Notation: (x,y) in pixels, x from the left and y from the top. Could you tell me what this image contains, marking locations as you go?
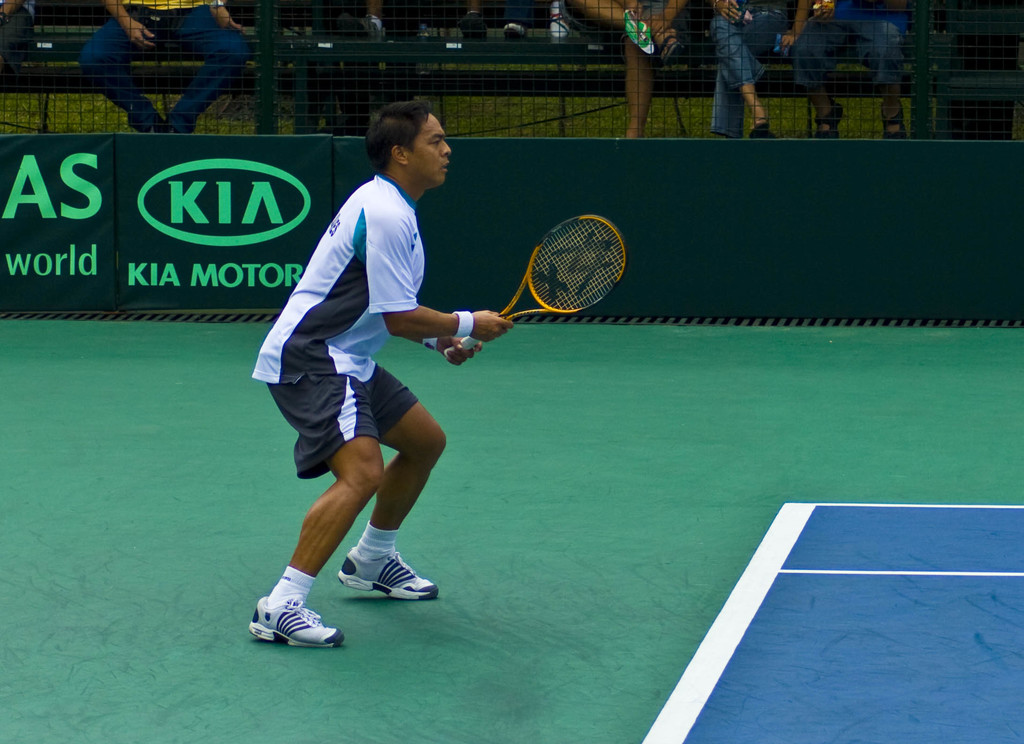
In this picture there is a person (359,338) wearing white dress (354,349) is standing and holding a tennis racket (568,302) in his hands (488,330) and there is a fence (480,90) beside him and there are few persons (741,65) sitting in the background (240,48).
